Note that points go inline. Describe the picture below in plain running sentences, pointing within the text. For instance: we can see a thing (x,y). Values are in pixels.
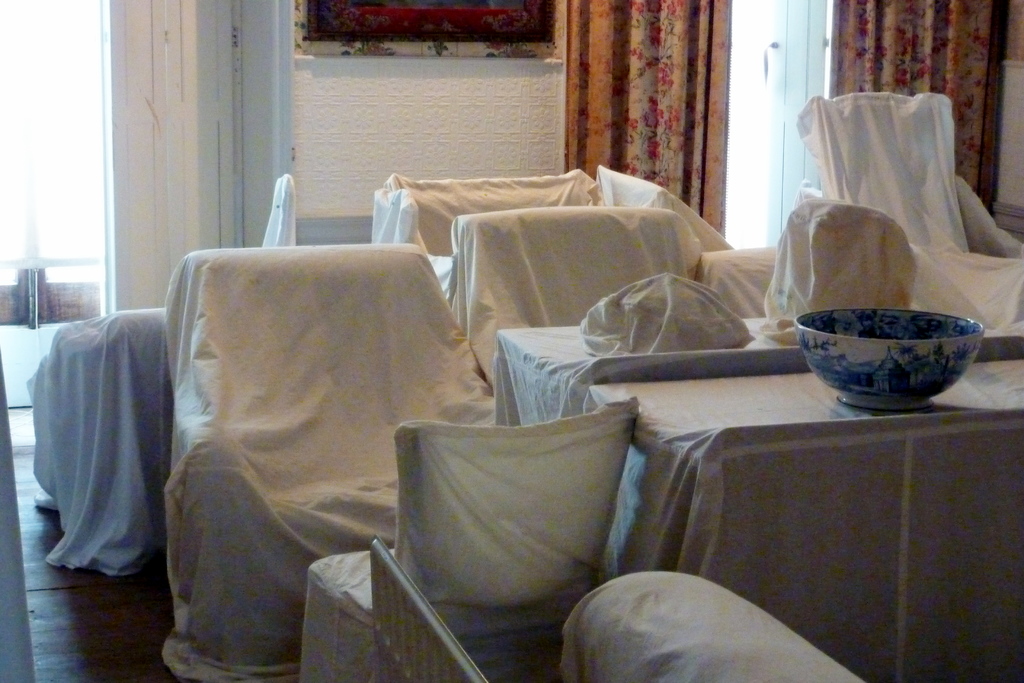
This image consists of chairs (487,400) and table (775,402). On the table (907,447) there is a bowl (873,362), there is curtain (659,92) on the right side (921,81), there is a photo frame (405,27) on the top (515,28). On all the chairs (649,571) and tables (693,422) a white cloth (668,422) is placed.
